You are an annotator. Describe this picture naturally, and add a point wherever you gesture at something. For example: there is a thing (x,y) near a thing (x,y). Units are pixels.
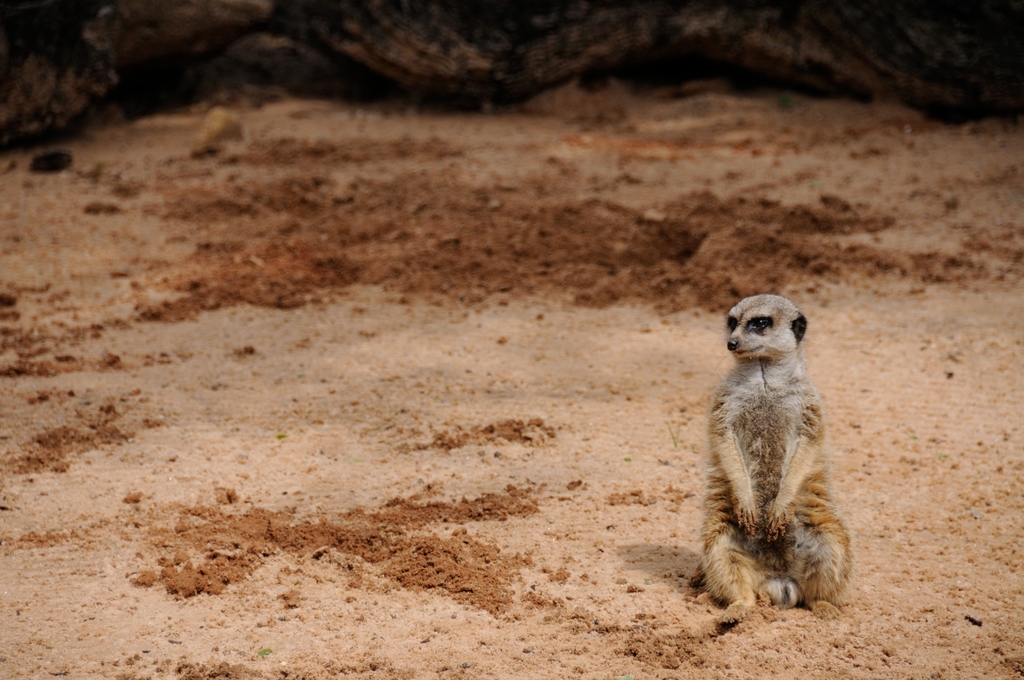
In the image there is an animal (772,463) sitting on the ground (302,444).
